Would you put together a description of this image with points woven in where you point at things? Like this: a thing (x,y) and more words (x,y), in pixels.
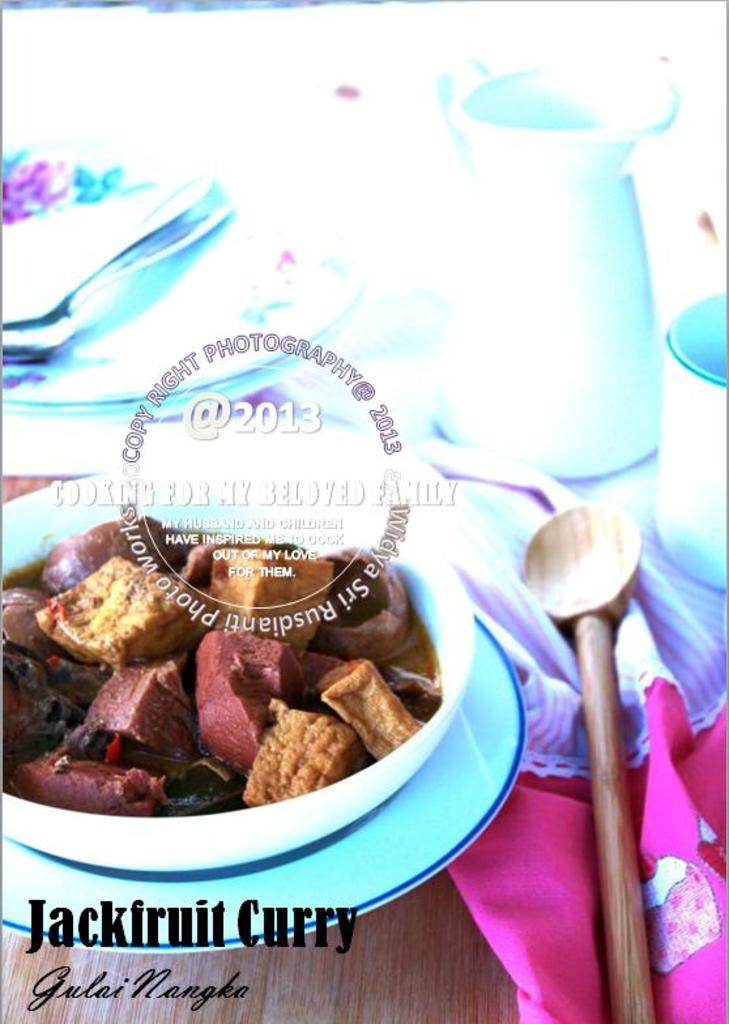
In this image I can see the plate (187,877) with white and blue color. The food (218,747) is in brown and red color. To the side I can see the wooden spoon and cloth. These are on the brown color table (269,975). And there is a white background (543,115).
